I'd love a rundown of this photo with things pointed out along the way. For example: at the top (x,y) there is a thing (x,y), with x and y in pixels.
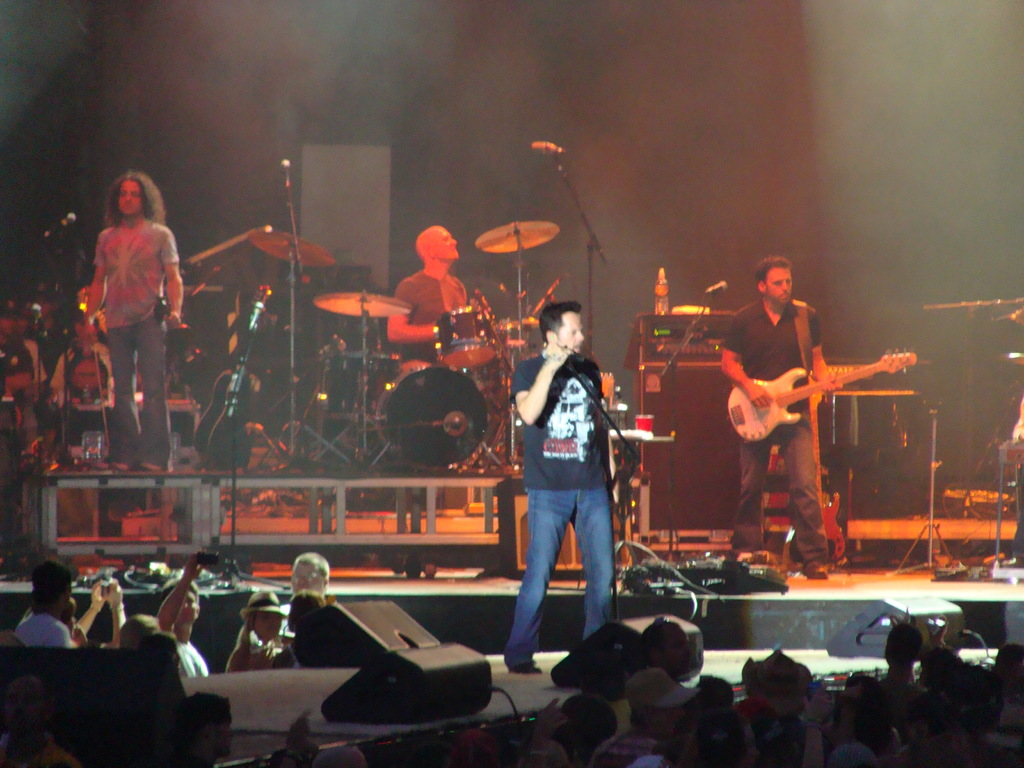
On the stage (420,481) there are many people (136,265) standing and playing musical instruments (755,404). In the front (553,454) there is man (578,439) with black t-shirt (571,448) is singing. And there are some speakers (379,677) on the stage (290,672). And there are many people (161,628) are standing and watching the performance.
